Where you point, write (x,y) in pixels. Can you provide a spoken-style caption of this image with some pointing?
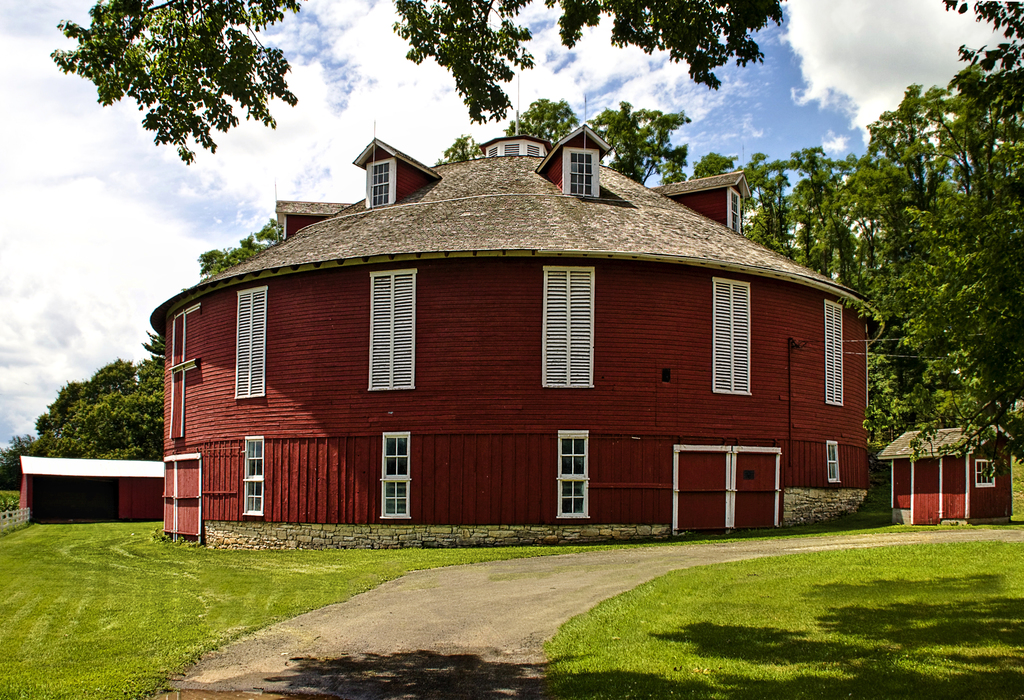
As we can see in the image there is grass (229,620), buildings (416,504), windows (395,466), trees (990,381), sky (762,44) and clouds (384,76).
